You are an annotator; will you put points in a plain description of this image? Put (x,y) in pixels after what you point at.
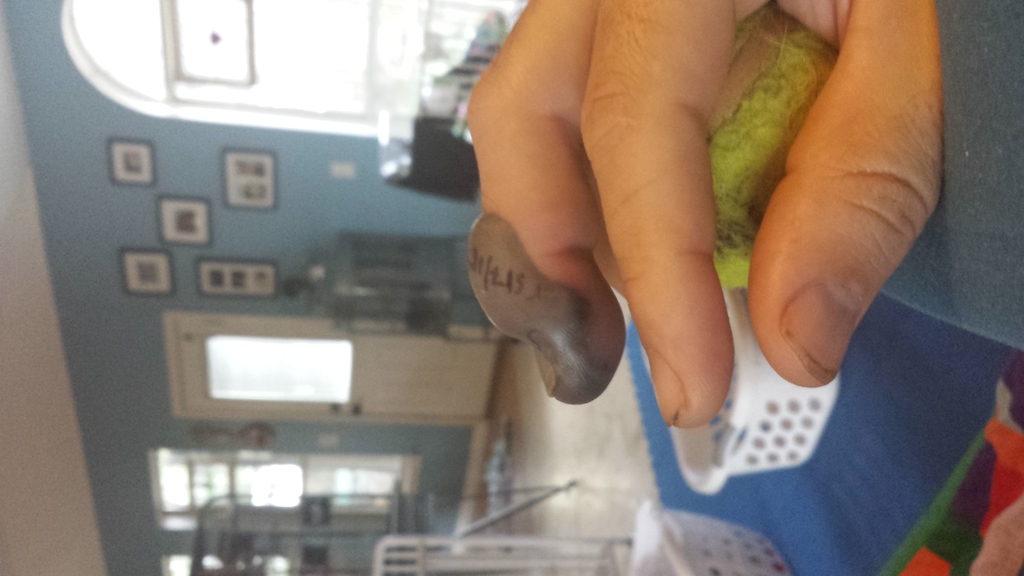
In this image I can see the person (866,221) holding the ball (770,89) and I can see few baskets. In the background (291,439) I can see few frames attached to the wall (239,238) and the wall (100,329) is in blue color and I can also see few windows (433,0).
